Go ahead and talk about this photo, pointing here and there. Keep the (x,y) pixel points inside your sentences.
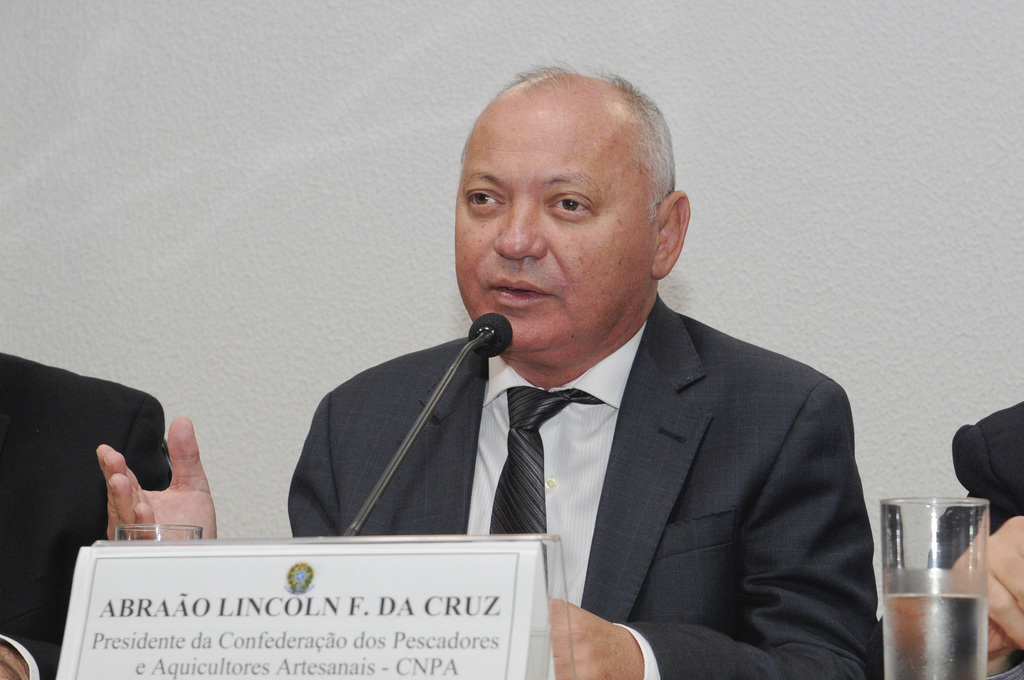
In this image in the front (427,560) there is a nameplate (318,614) with some text (338,608) written on it. In the center (568,440) there are persons (596,454) and there are glasses (885,582) and there is a mic (428,418) and there is a person (567,325) speaking on the mic (499,320). In the background (325,133) there is a wall (766,108).
